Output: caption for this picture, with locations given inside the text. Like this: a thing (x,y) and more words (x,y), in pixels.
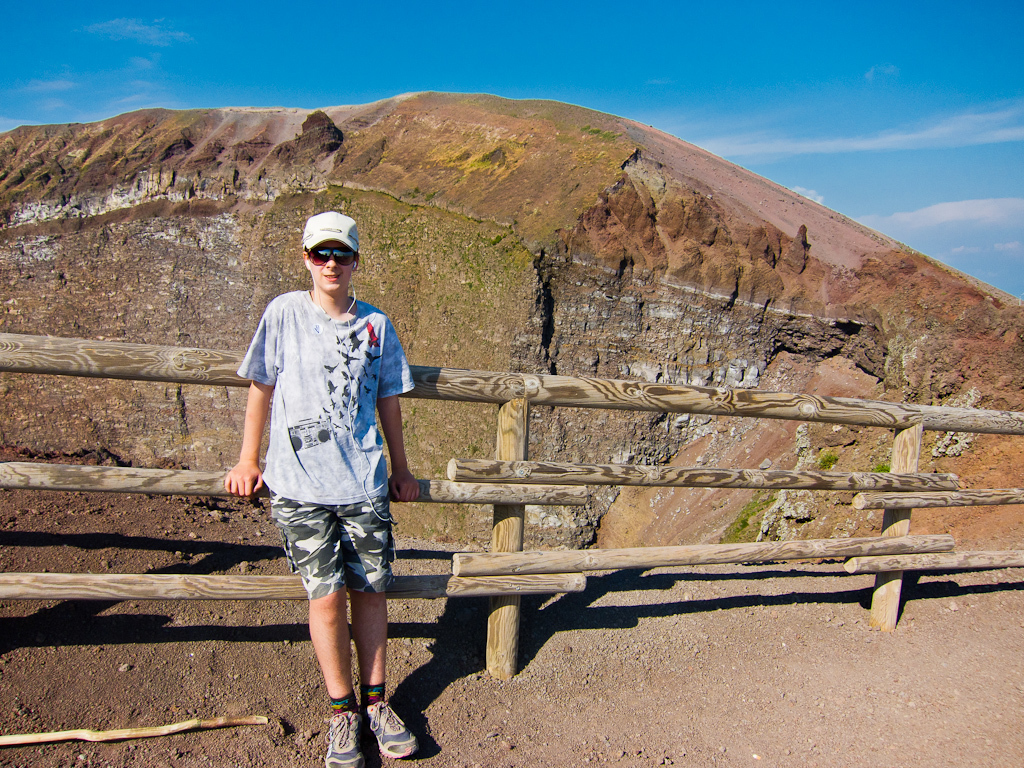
In the image we can see the man (329,507) standing, wearing clothes (318,457), socks (351,699), shoes (349,762), goggles (324,254) and a cap (332,221). Here we can see wooden fence (486,560), sand (469,665), mountain (573,301) and the sky (833,111).
